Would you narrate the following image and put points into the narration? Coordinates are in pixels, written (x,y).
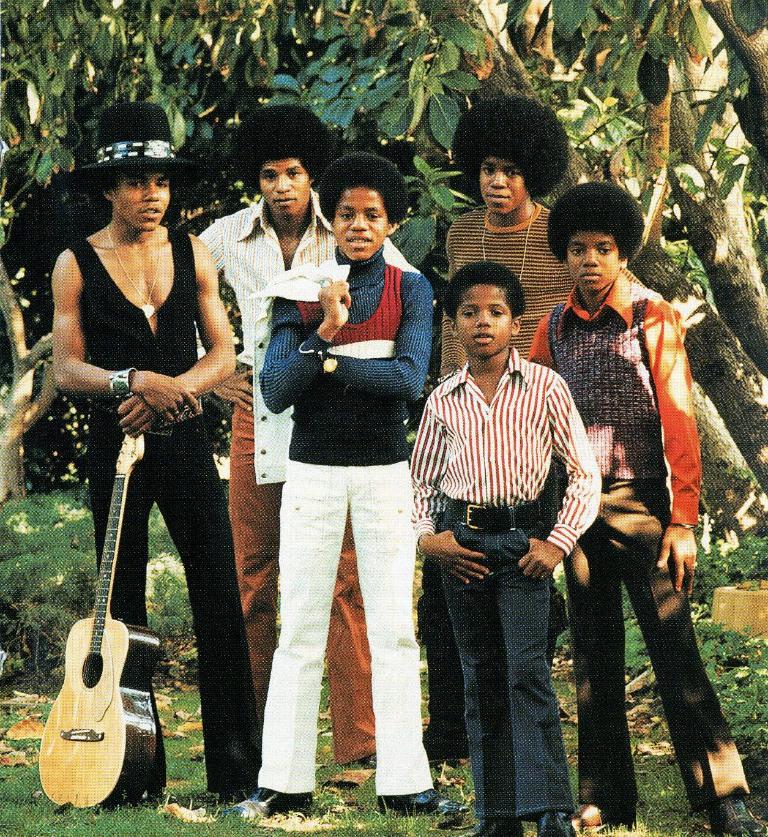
There are group of people (292,372) standing. one person (197,553) is holding the guitar (119,726). At background (66,137) I can see trees (305,59) with its trunks (722,423).
